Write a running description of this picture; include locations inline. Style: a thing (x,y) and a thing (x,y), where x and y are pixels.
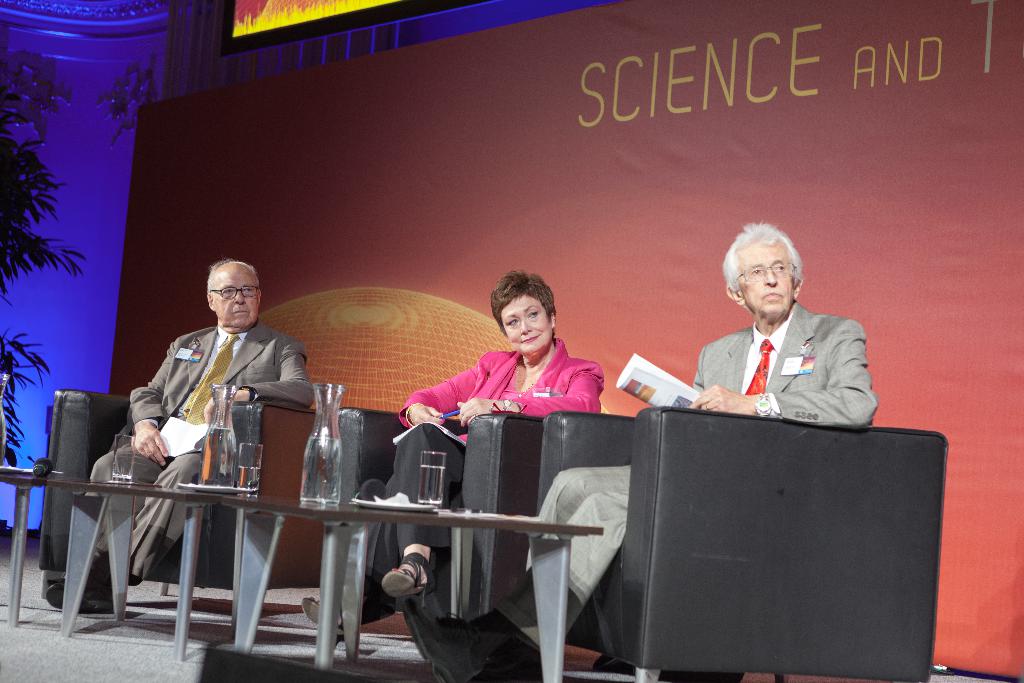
In this image I can see three persons (274,353) sitting on the chairs (681,616). There are tables (565,573), there are glasses (246,477) with water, there is a mike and in the background (458,194) there is a board (450,156).
